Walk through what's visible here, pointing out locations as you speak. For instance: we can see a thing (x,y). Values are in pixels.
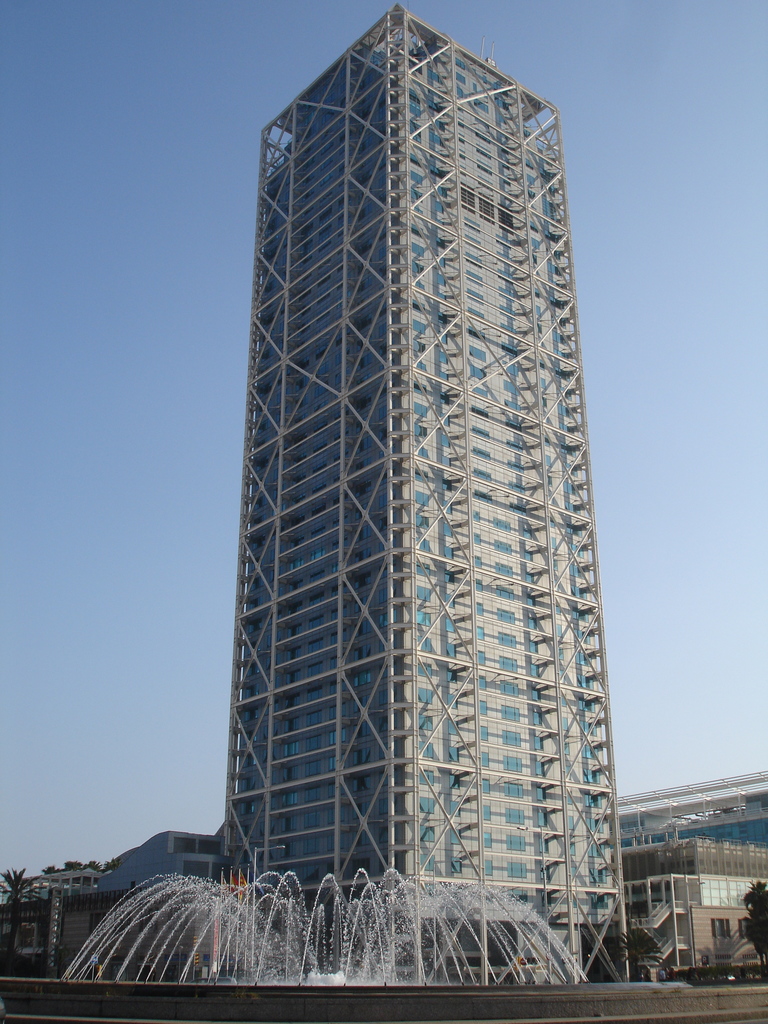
This picture is clicked outside. In the foreground (99,973) we can see the fountains (410,916). In the center (414,488) we can see a building (435,216) and the metal rods (597,936). In the background (50,595) we can see the sky (50,595), trees (81,864), buildings (734,832) and some other objects (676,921).
